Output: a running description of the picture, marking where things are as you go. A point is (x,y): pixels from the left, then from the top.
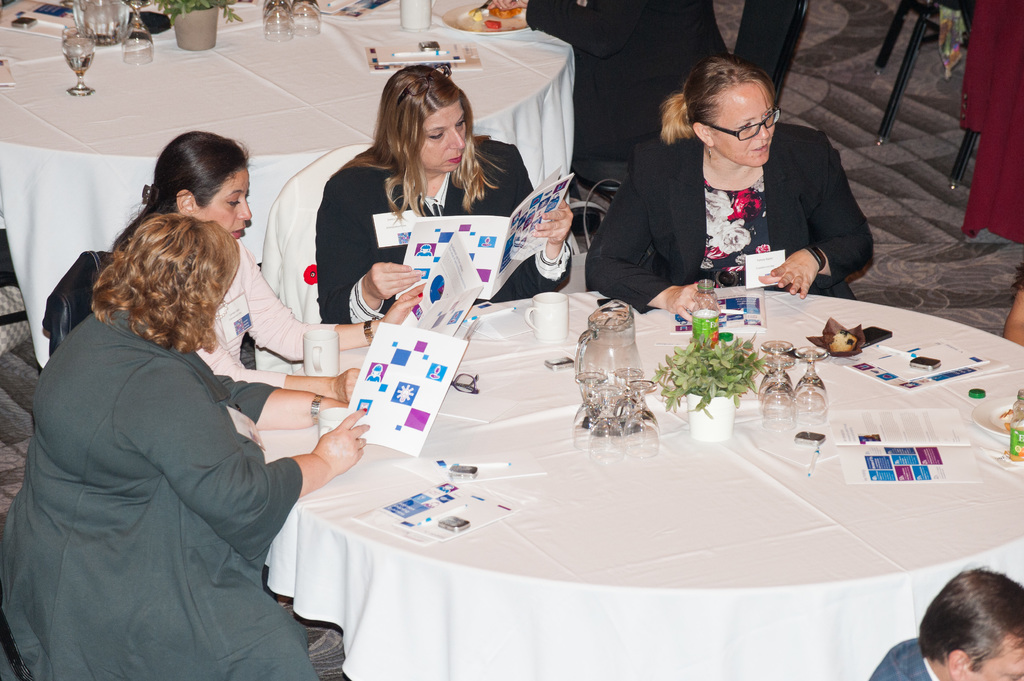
In this picture there are four women (389,192) who are sitting on the chair (283,206). There is a woman (210,611) who is holding a book (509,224) in her hand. There is a jug (613,325), glasses (773,388), cup (553,319), flower pot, plant (710,395), plate (987,415), bottle (1022,447) on the table (643,544). There is a person (931,615). There are few other people (621,48) sitting on chair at the background (640,47).
